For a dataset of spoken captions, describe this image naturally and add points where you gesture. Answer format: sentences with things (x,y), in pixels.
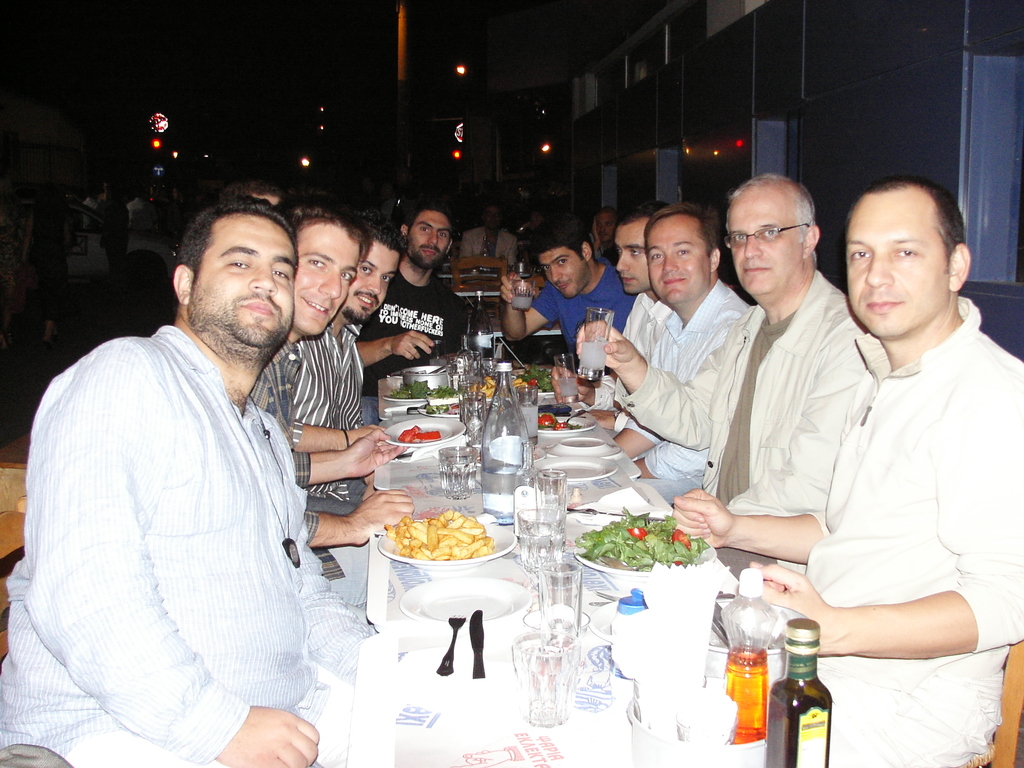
At the bottom of the picture (601,635), we see a table (552,654) on which the plates (512,603), spoons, forks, glasses (563,581), glass bottles (803,646), water bottles (500,518), plates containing the food (441,549), bowls (431,548) and some other objects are placed. On either side of the table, we see the men (709,442) are sitting on the chairs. Behind them, we see the people (488,250) are sitting on the chairs (462,279). In front of them, we see a table (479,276). On the left side (75,258), we see a white vehicle (89,260). Beside that, we see the people (105,223) are standing. On the right side (766,77), we see a wall (868,137) in blue color. In the background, we see the lights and a pole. At the top (339,108), it is black in color.
